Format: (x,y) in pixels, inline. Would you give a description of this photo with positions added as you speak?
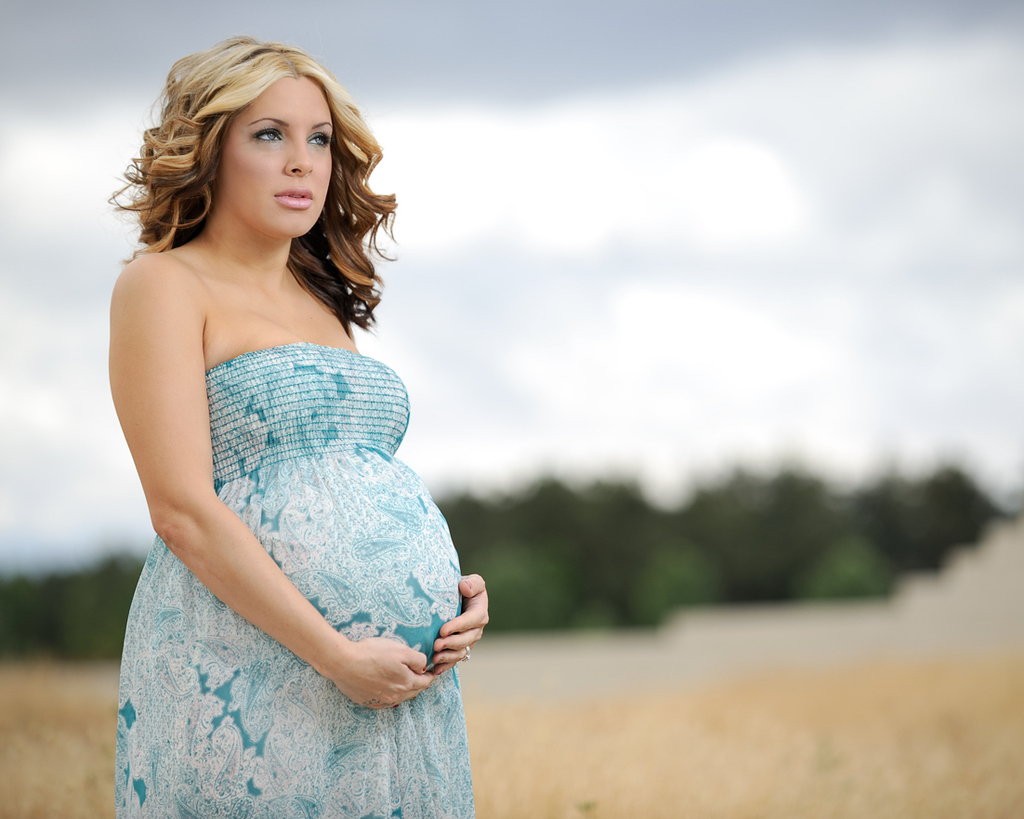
In this image we can see a woman (453,698) standing. On the backside (706,566) we can see a group of trees (712,581), some plants (731,746) and the sky (674,342).
